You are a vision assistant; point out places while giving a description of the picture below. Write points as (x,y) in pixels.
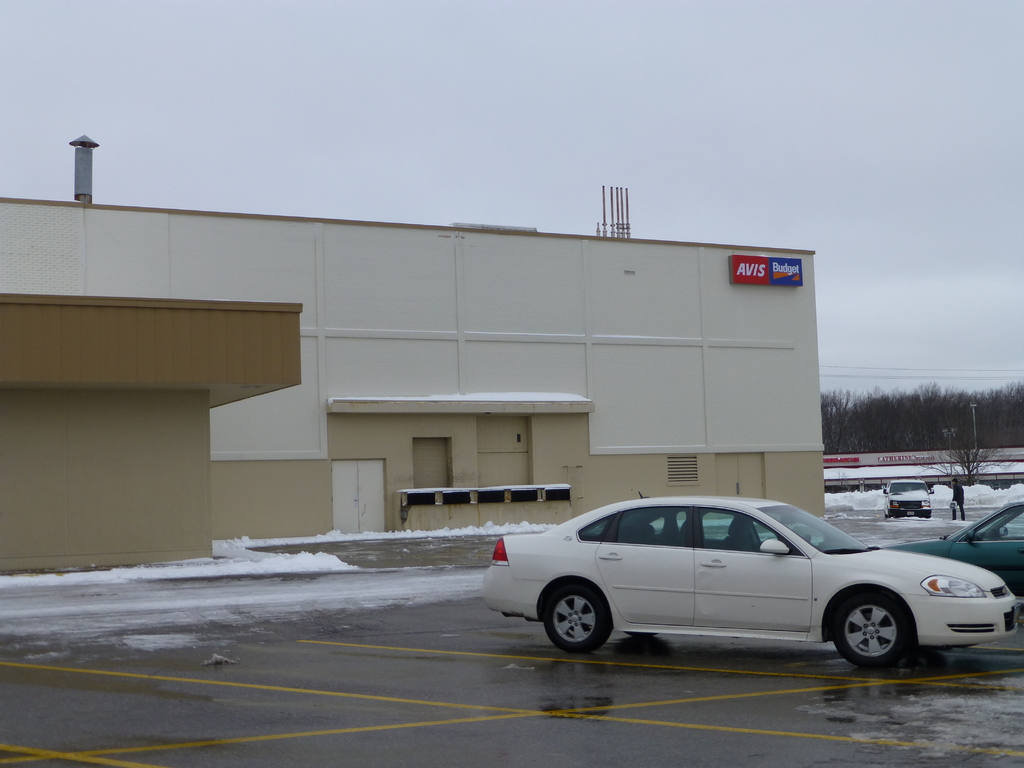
This picture is clicked outside. On the right (781,594) we can see the group of vehicles (924,507) and we can see a person (962,495) seems to be standing on the ground (927,529). On the left (125,351) we can see the building (496,417). In the background (934,109) we can see the sky (913,186), trees (959,445), snow (938,497) and some other objects (917,467).
